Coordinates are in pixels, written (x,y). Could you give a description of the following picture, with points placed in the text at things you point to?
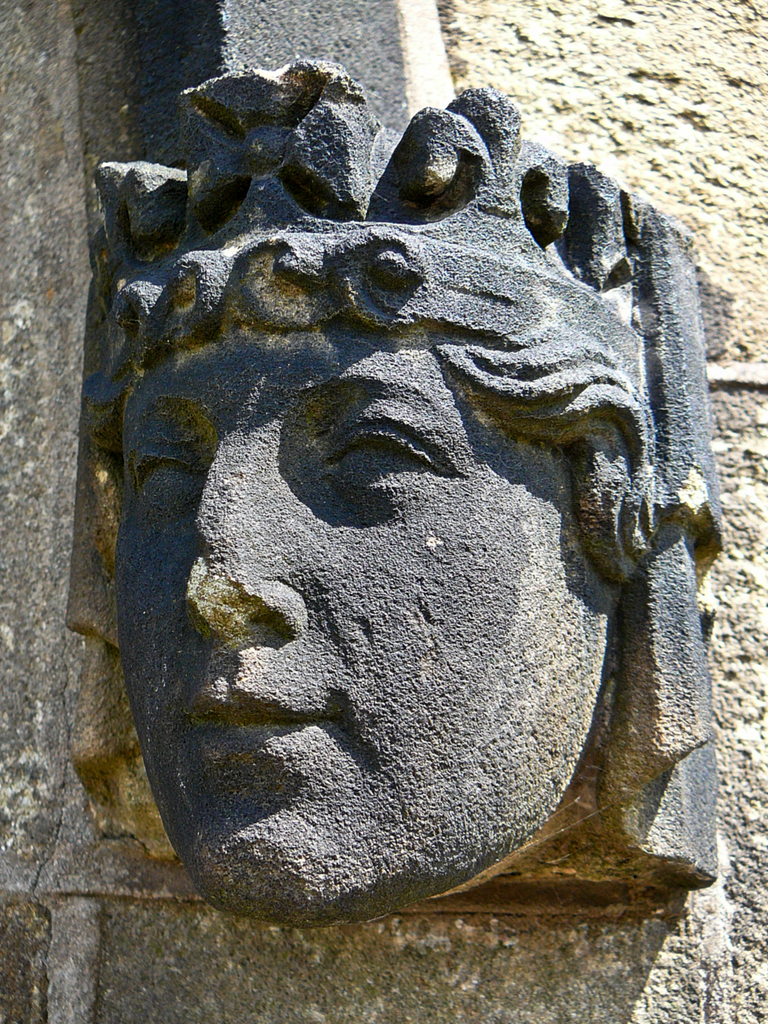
In this image we can see the carving (165,389) of a human face (421,607) on the stone wall (686,220).
